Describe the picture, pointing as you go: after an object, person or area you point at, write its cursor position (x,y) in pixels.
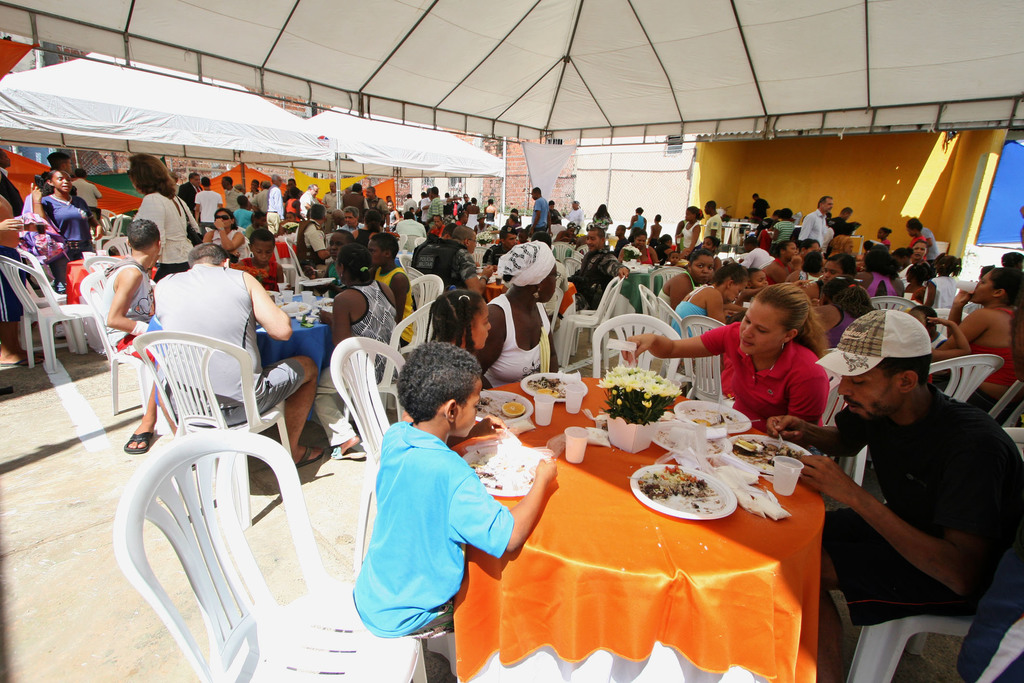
people (200,289) are sitting on the chairs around the tables (641,583). on the tables (656,546) there are plates (643,502), glasses (576,448) and flower pots (633,420). and on the top (481,46) there are tents (274,58).
